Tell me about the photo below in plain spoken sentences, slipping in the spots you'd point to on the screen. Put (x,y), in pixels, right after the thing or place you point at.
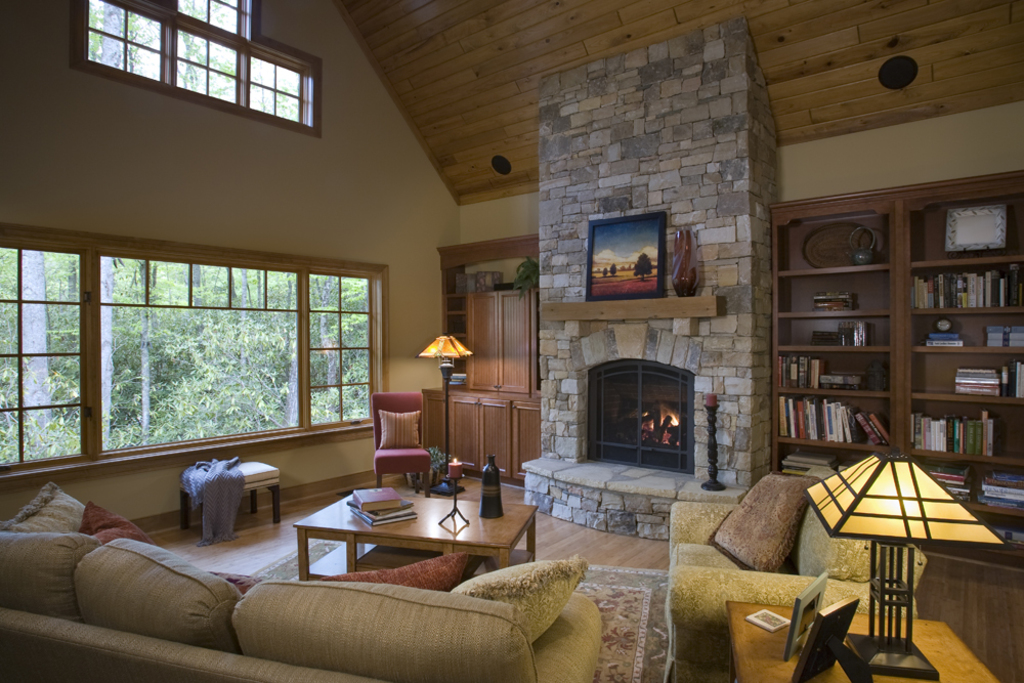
In this image I can see a couch (359,661) in cream color, few pillows (528,622) on it which are in brown and cream color. In front (383,511) I can see few books (384,496), bottle (487,473) on the table (482,546) and the table (481,552) is in brown color, at the background (649,396) I can see fire place (553,440) and a frame (637,216) attached to the wall (622,172), at left (184,288) I can see window (164,302) and the wall (83,204) is in cream color.
